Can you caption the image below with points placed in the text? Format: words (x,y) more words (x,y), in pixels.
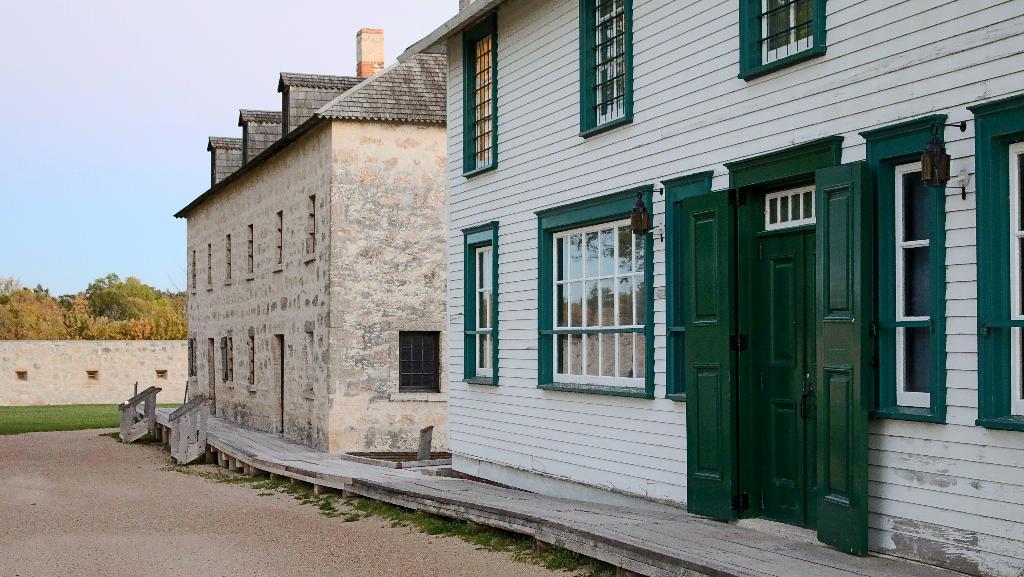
As we can see in the image there are buildings (487,146), windows (486,48), door (852,353), grass (81,413), trees (116,280) and sky (100,113).
